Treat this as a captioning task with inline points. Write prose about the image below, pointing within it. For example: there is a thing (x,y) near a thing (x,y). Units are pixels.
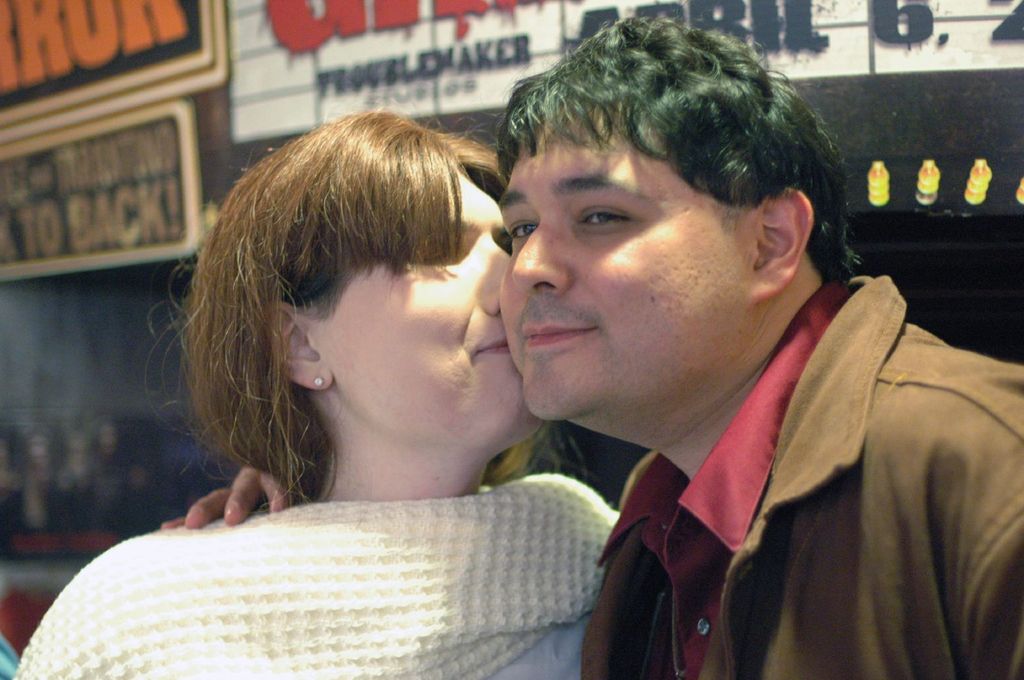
In this image there is a lady (415,374) kissing a man (533,238) behind her there is a wall (33,297) with some boards (57,123).
